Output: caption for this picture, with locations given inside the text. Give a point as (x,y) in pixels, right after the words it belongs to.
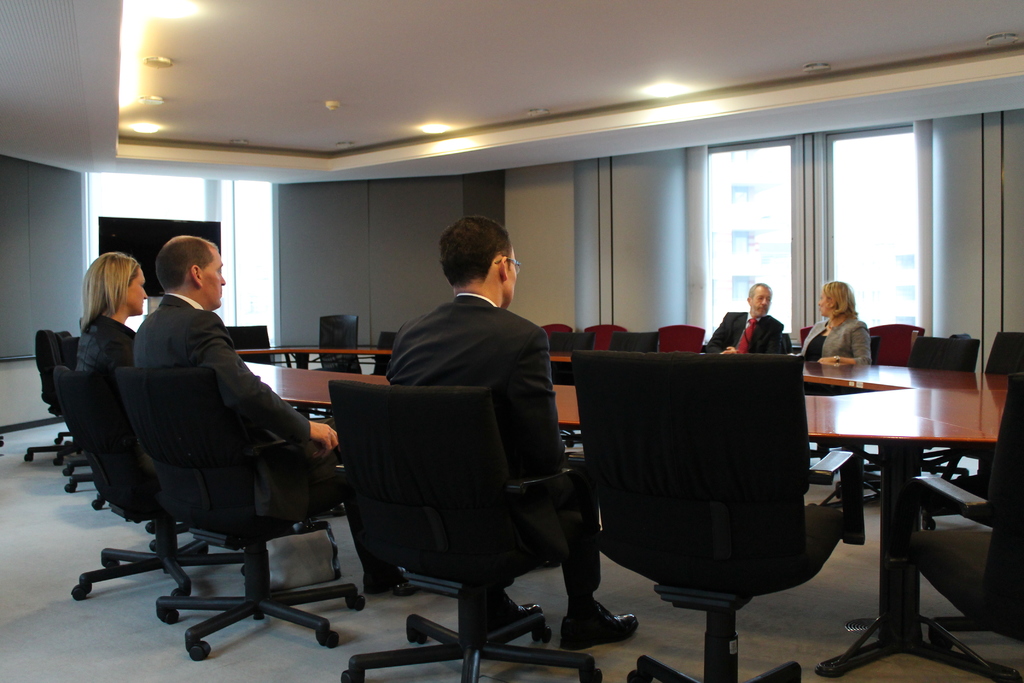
In the picture the atmosphere looks like a meeting or a conference there is a round table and there are some people (403,379) sitting around the table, to the left side (115,239) there is a television (167,240), in the background (787,197) there are two windows (782,195) and white color wall (698,317).
